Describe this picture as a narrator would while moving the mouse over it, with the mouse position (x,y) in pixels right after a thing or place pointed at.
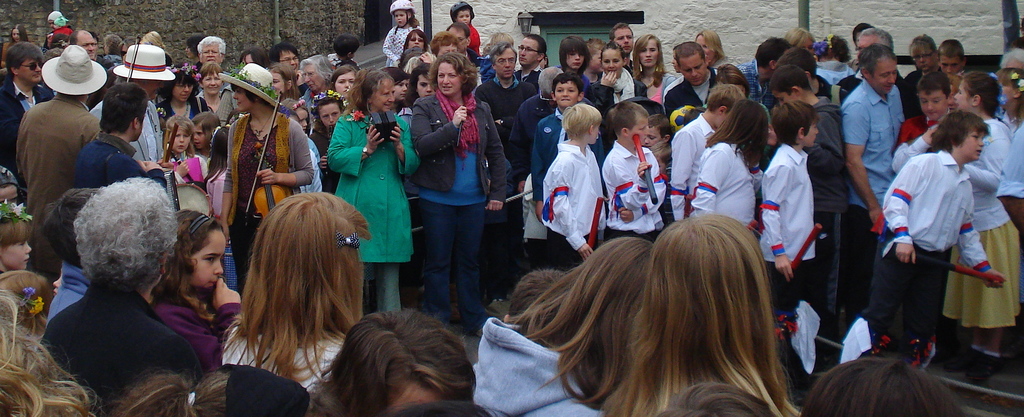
In this picture we can see some people (211,153) standing, these three persons (53,120) wore caps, this woman (235,167) is holding a violin (263,191), in the background (307,31) there is a building (446,18), we can see a pipe (275,14) here, there is a light (526,26) here.
